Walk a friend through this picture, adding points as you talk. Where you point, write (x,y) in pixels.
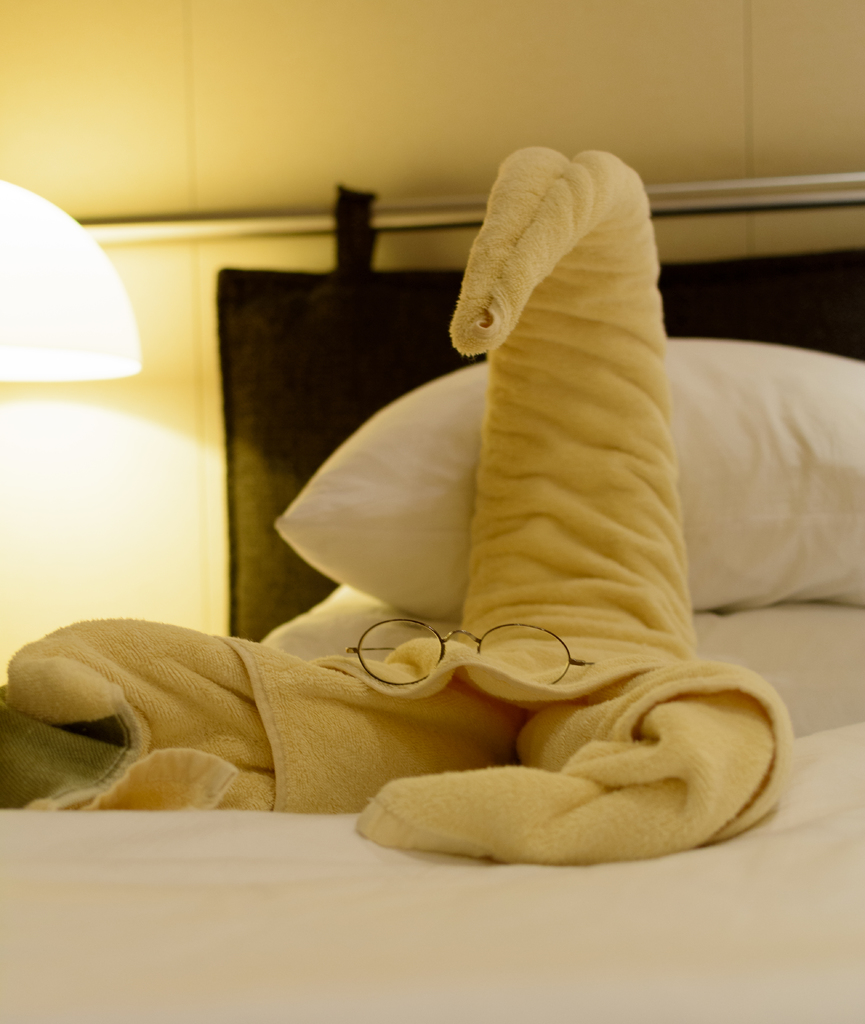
In the picture we can see a bed (780,898) which is white in color with a pillow (799,395) on it and we can see a yellow color towel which is shaped as a cap and optical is placed to it and in the background (333,371) we can see a black color plank (283,596) near the wall (66,509) and beside it we can see a lamp (85,275).
